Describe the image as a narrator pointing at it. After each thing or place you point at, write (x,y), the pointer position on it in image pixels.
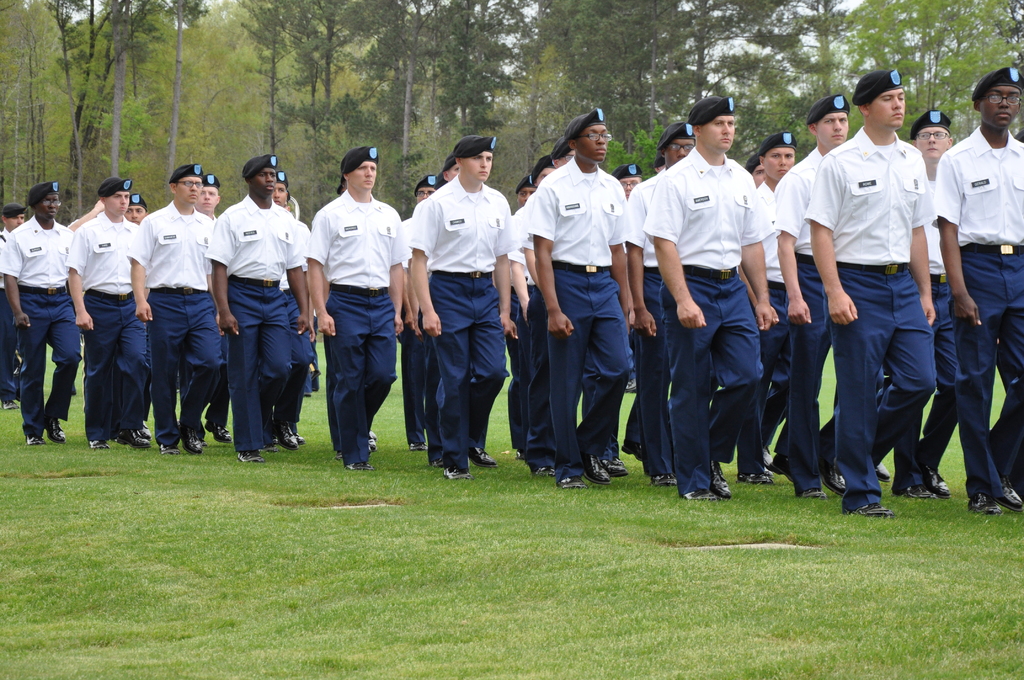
In this picture we can see a group of people (722,427) walking on the ground (732,483) and in the background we can see trees (223,192).
